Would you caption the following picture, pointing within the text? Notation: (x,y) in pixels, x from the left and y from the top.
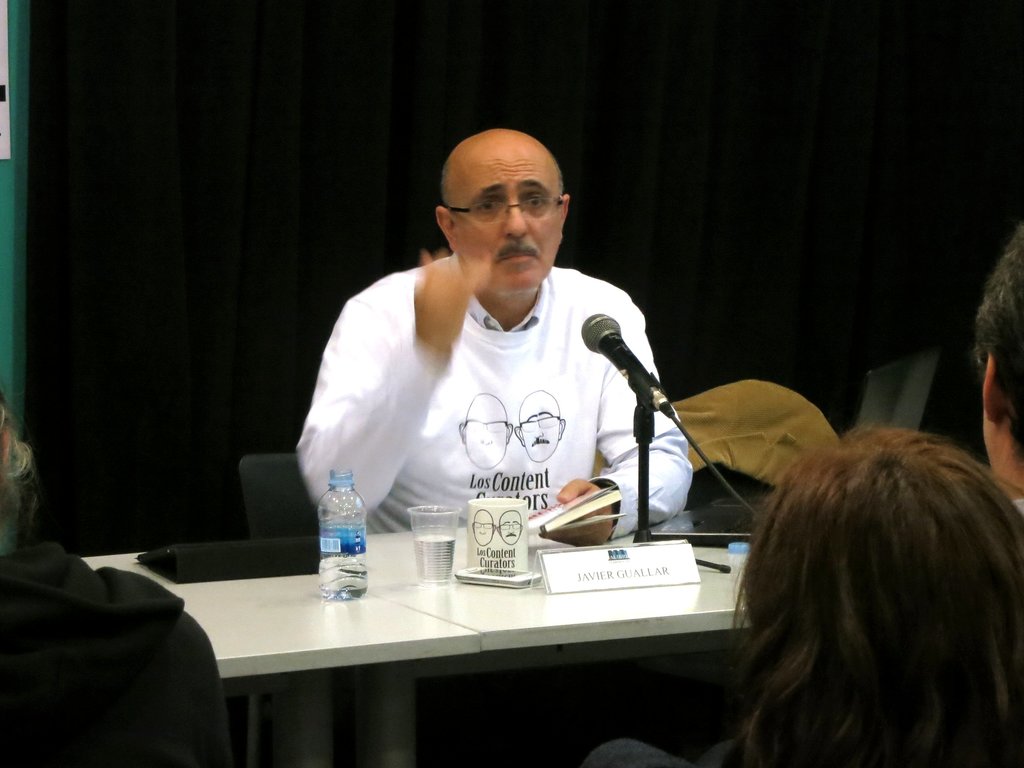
In the center of the picture (502,508) there is a desk (536,540), on the desk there is a mic (610,338), cup glass (456,537), bottle (328,557), file (227,555), name plate (611,576) and a book (562,519). In the center of the picture (569,295) there is a man (555,386) in white dress (470,392), he is sitting on a chair (282,484). In the background (661,96) there is a black curtain (705,115). In the foreground (951,534) people (837,626) seated.
